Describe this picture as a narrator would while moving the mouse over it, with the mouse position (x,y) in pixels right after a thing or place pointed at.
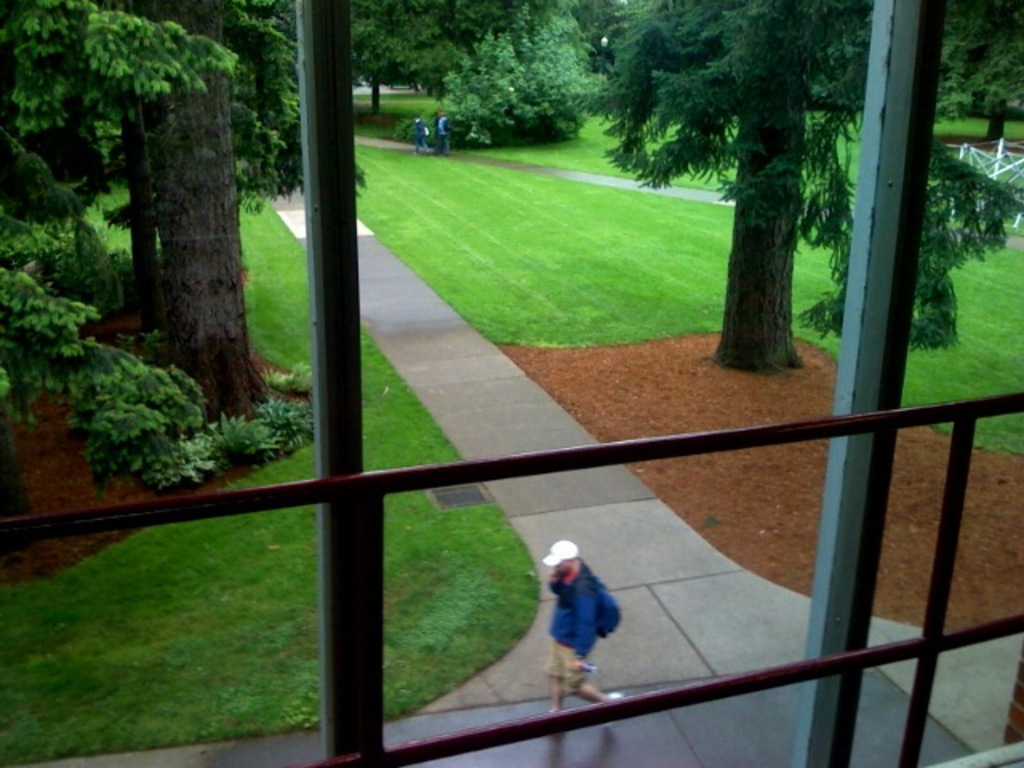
In this image we can see people (573,594) walking. There are trees (739,330), grass (651,220), pavement (631,615). There are metal rods (855,582).
